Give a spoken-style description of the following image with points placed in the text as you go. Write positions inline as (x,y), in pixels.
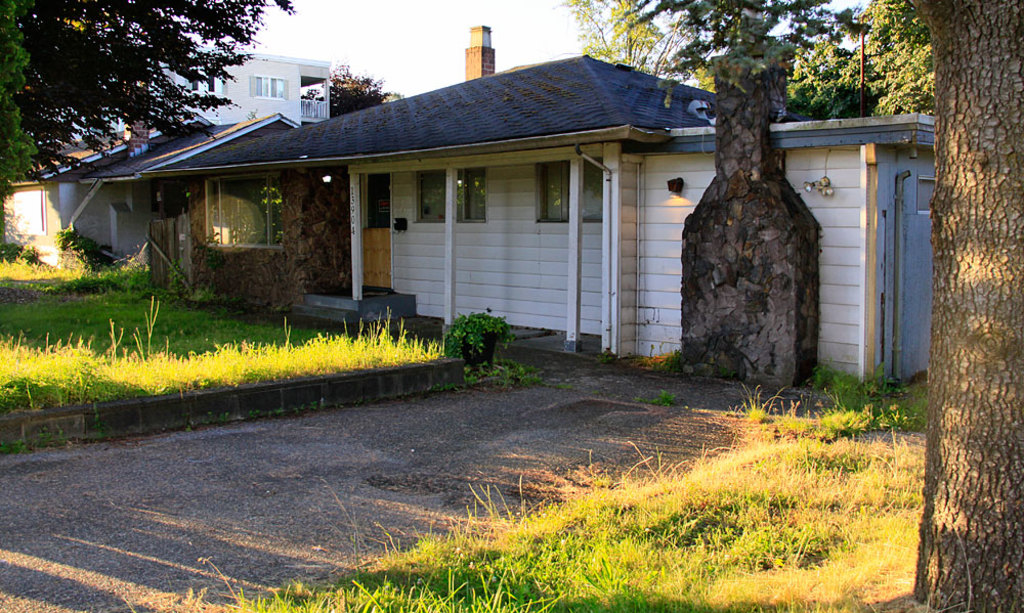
In the image we can see a building (292,181), road (323,476), grass (627,543), plant pot (454,337), trees (975,19), light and a white sky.
